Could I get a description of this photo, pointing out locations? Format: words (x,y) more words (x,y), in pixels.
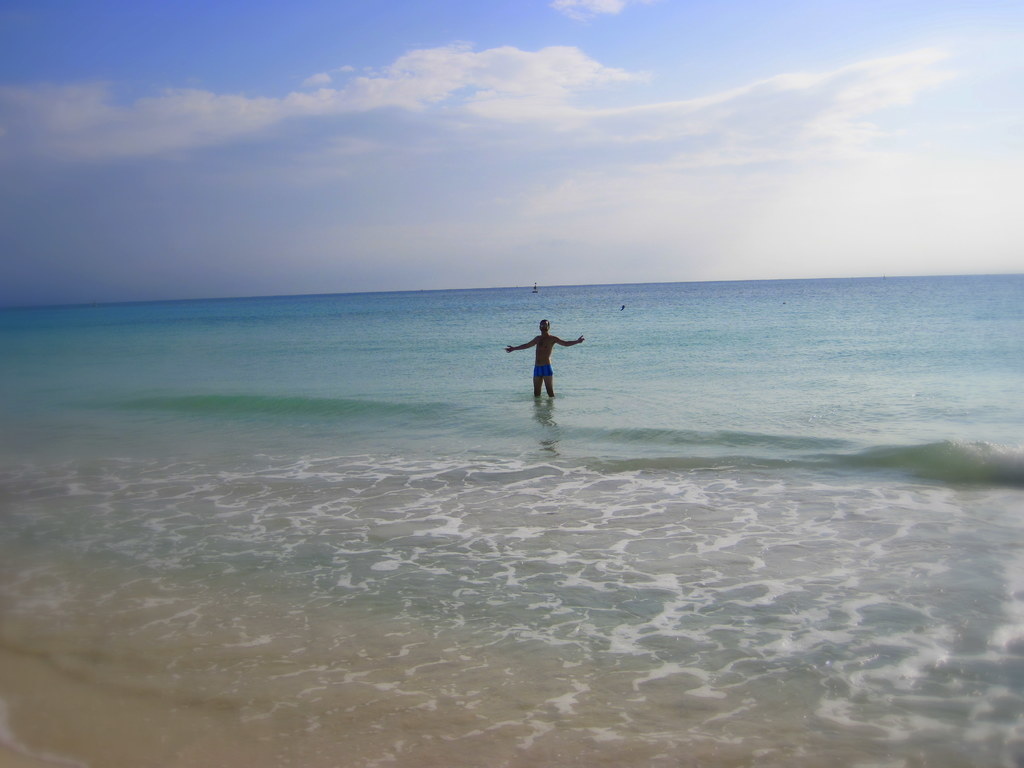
This image is clicked in a beach (589,430). There is water (468,456) in the middle (486,440). In that there is one person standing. There is sky (412,218) at the top (329,217).
